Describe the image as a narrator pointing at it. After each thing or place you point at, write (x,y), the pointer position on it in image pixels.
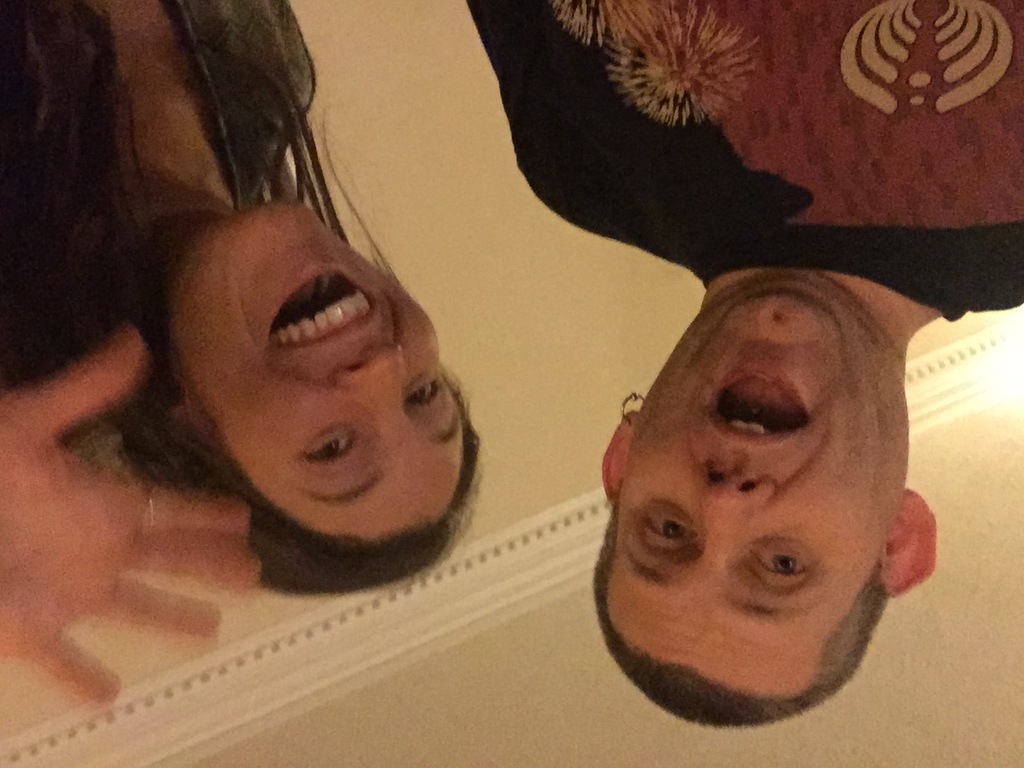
In this picture I can see a man (660,496) and woman (118,494).
